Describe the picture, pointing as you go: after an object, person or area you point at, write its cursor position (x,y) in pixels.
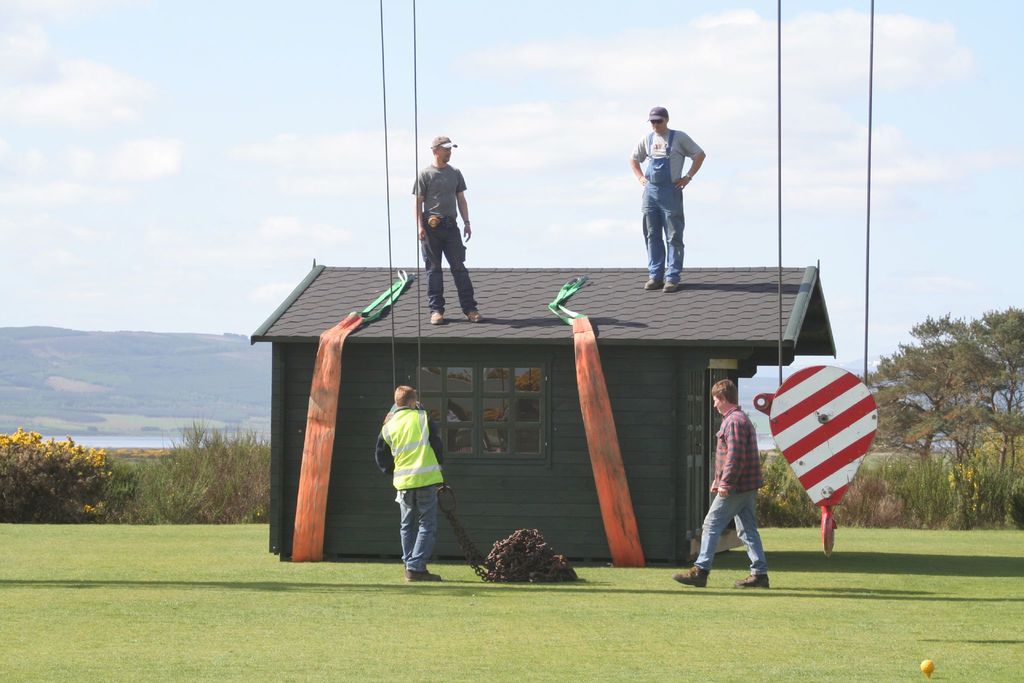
In the foreground of the picture (622,566) I can see the green grass (732,566). There are two men (746,467) standing on the green grass (399,571). I can see a man (409,447) on the left side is wearing a safety jacket (427,465) and he is holding the metal chain (557,558). I can see two men (678,171) standing on the roof (507,305) of a house (623,312). I can see the flowering plants (85,452) on the left side (84,478) and the trees (983,448) on the right side (1017,457). In the background (160,353), I can see the hills (188,347). There are clouds (219,323) in the sky (207,324).
